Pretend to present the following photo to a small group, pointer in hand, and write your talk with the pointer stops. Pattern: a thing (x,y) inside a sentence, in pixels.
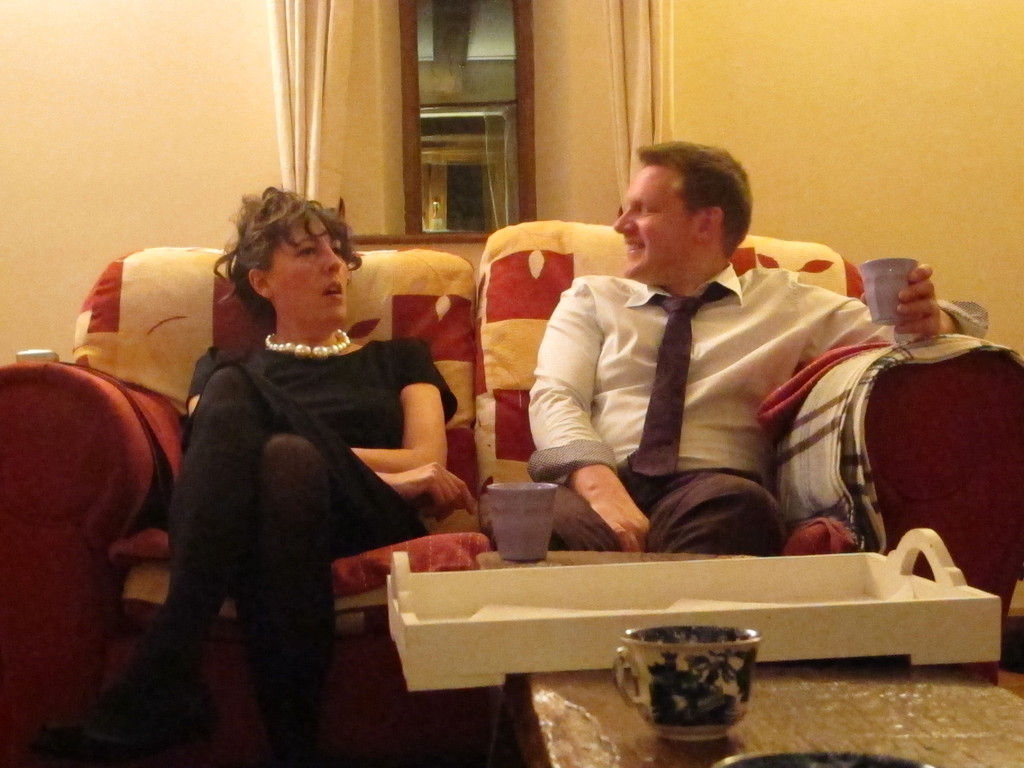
In this picture we can see a man (726,202) and woman (321,288) sitting in the sofa chair (413,313), in the front of them there is a tray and cup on the table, in the background (31,179) we can find a wall (89,179) and curtain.
